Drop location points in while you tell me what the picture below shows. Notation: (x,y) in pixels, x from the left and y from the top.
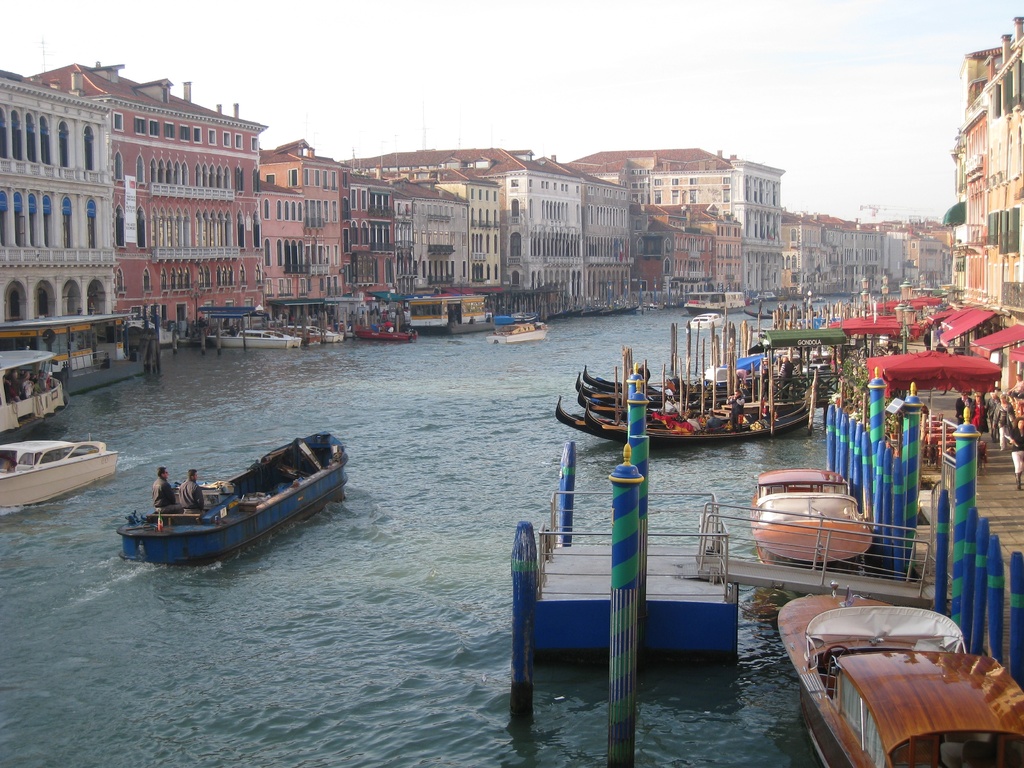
On the left (53,675) there are two persons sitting on the boat (260,538) on the water (370,656). On the left (272,509) and right side (929,761) we can see boats (756,362) on the water (413,431). On the right (1003,590) there are buildings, windows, poles (971,514), few persons (1016,468) are standing on a platform (1012,489), tents (964,364) and other objects (951,425). In the background (19,151) we can see buildings (546,199), windows (19,151), other objects (279,332) and clouds (459,93) in the sky (787,25).
